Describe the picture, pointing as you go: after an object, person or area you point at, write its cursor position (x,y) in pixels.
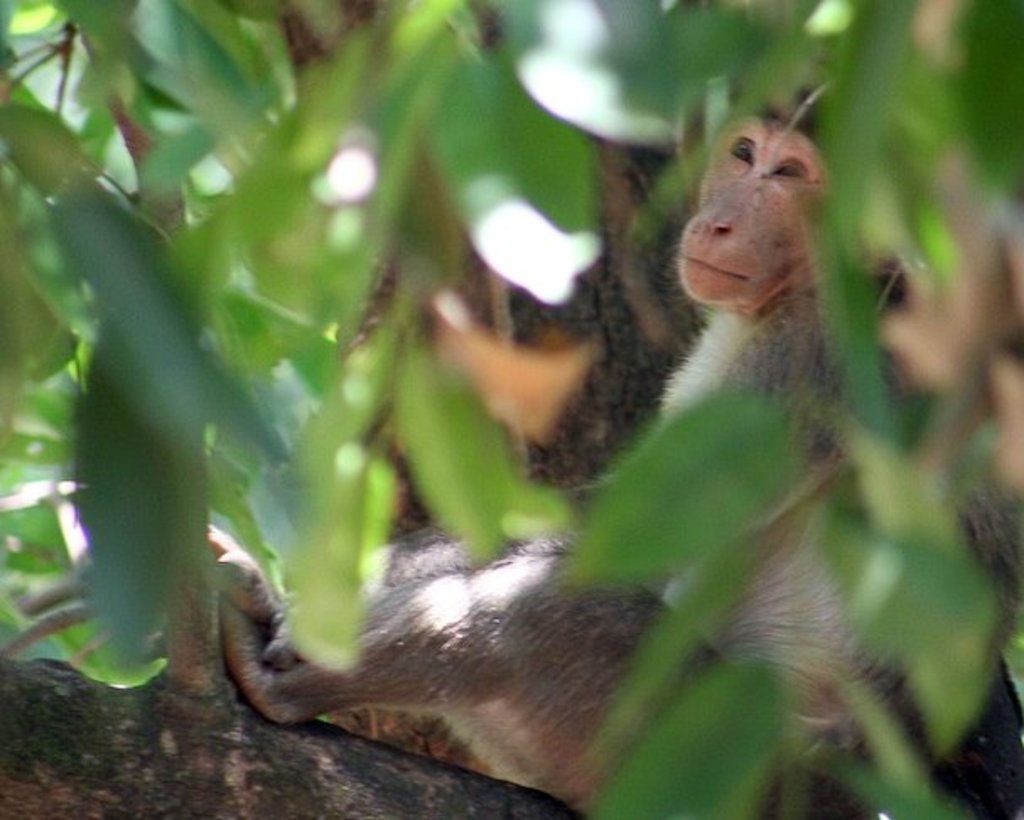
This image is taken outdoors. In this image there is a tree (211,746) and in the middle of the image (398,541) there is a monkey (530,748) on the tree (172,755).
